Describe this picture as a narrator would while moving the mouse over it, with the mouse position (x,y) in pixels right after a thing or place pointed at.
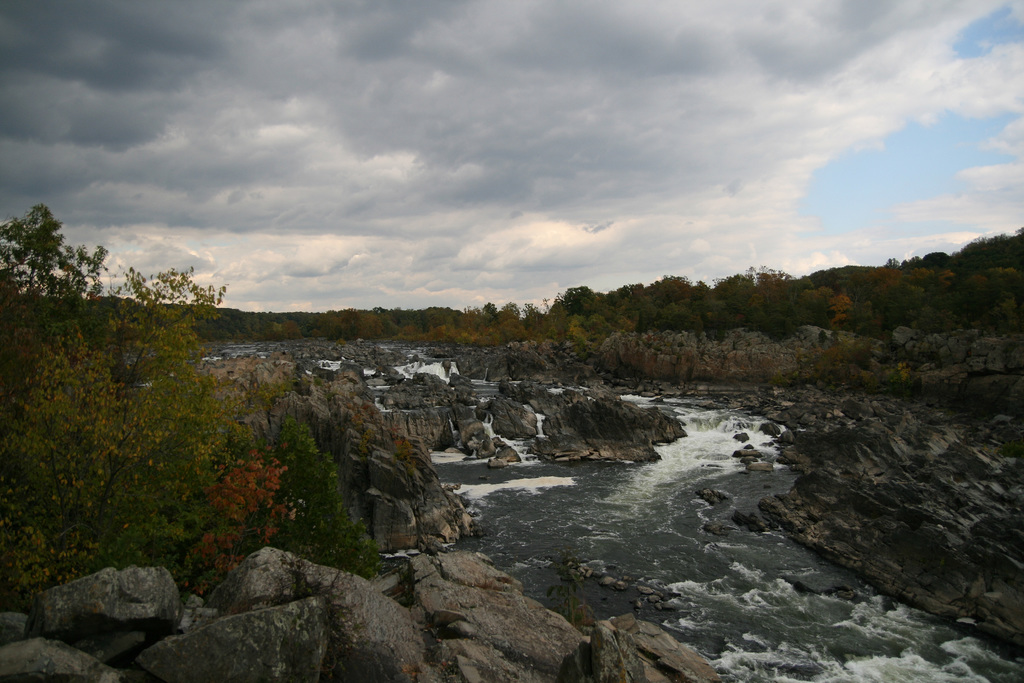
In this image we can see water (645,502), group of stones (448,588), trees (327,496) and in the background (866,200) we can see the cloudy sky (670,164).
